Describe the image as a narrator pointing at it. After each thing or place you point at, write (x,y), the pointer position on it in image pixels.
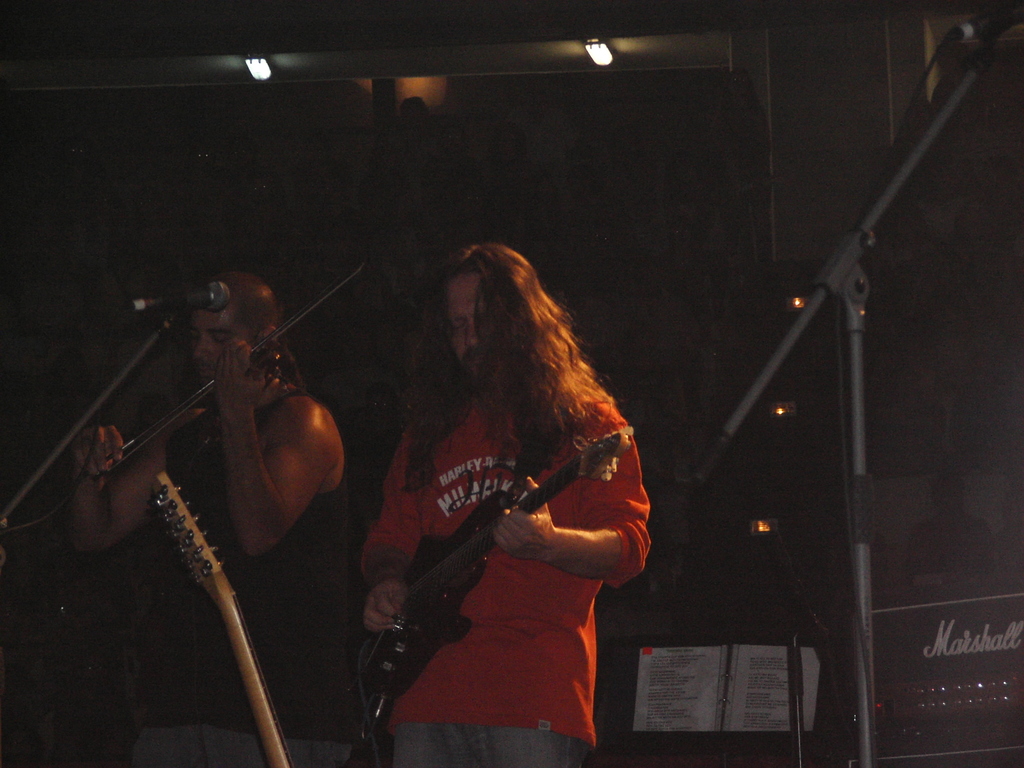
In the image we can see two people (339,466) standing and wearing clothes (429,486). This is a guitar (452,553), microphone (168,307) and other musical instruments (894,647). There is a book (731,679), light (600,62) and a stand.
